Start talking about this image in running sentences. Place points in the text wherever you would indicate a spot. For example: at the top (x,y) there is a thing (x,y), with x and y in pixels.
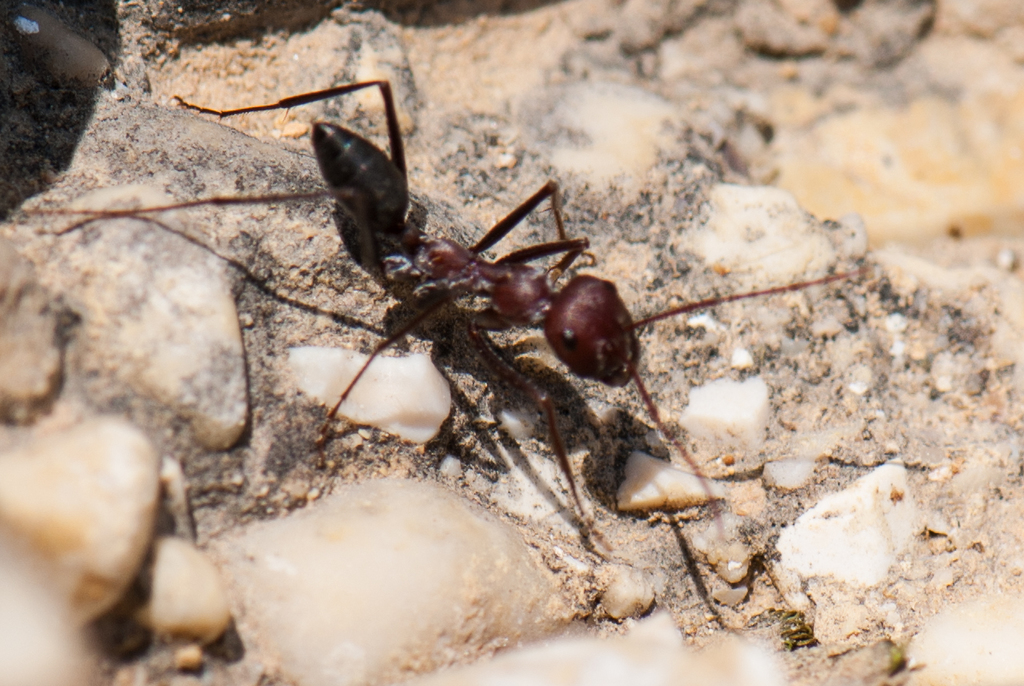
This image consists of an ant (405,329). It is in black color.
